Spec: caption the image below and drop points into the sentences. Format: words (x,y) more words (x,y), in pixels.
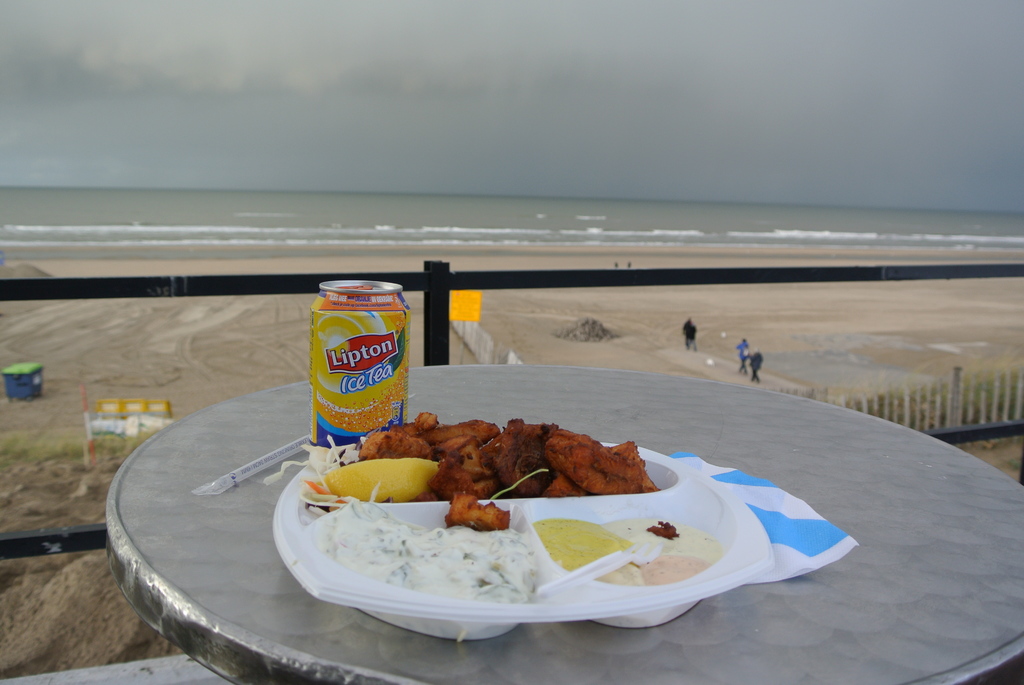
In this image, I can see food items (477,549) in a plate (573,602) and a tin (343,430), which are on a table (838,518). Behind the table (446,381), there are iron rods (601,279), few people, fence (481,341), objects (454,315) and sea shore (754,290). In the background (219,230), I can see the sea (347,230) and the sky (400,184).
